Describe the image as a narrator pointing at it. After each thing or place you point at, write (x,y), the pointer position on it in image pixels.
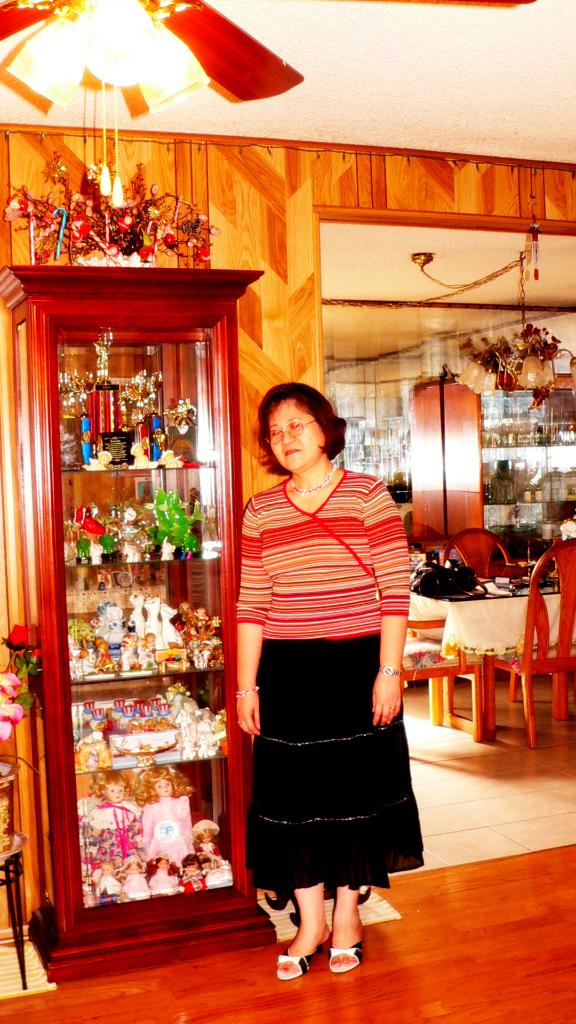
In this image I can see a woman (293,748) is standing, I can also see she is wearing a specs (275,430). In the background (565,614) I can see few chairs (562,591), a table (468,609), a bag (468,591) and few more stuffs (121,612).
